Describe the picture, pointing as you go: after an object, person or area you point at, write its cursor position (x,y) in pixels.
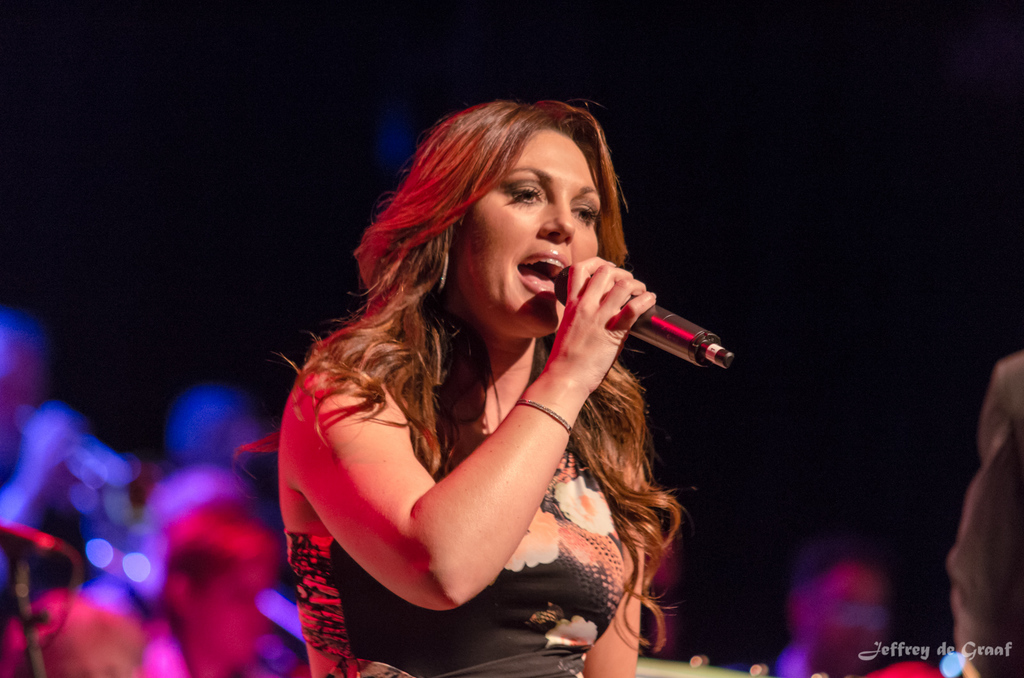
In this image there is a lady person (459,595) wearing black color dress (547,585) holding microphone (654,334) in her hands (572,410) at the background of the image (842,122) there is a dark black color sheet (219,374) and musicians (176,573).
